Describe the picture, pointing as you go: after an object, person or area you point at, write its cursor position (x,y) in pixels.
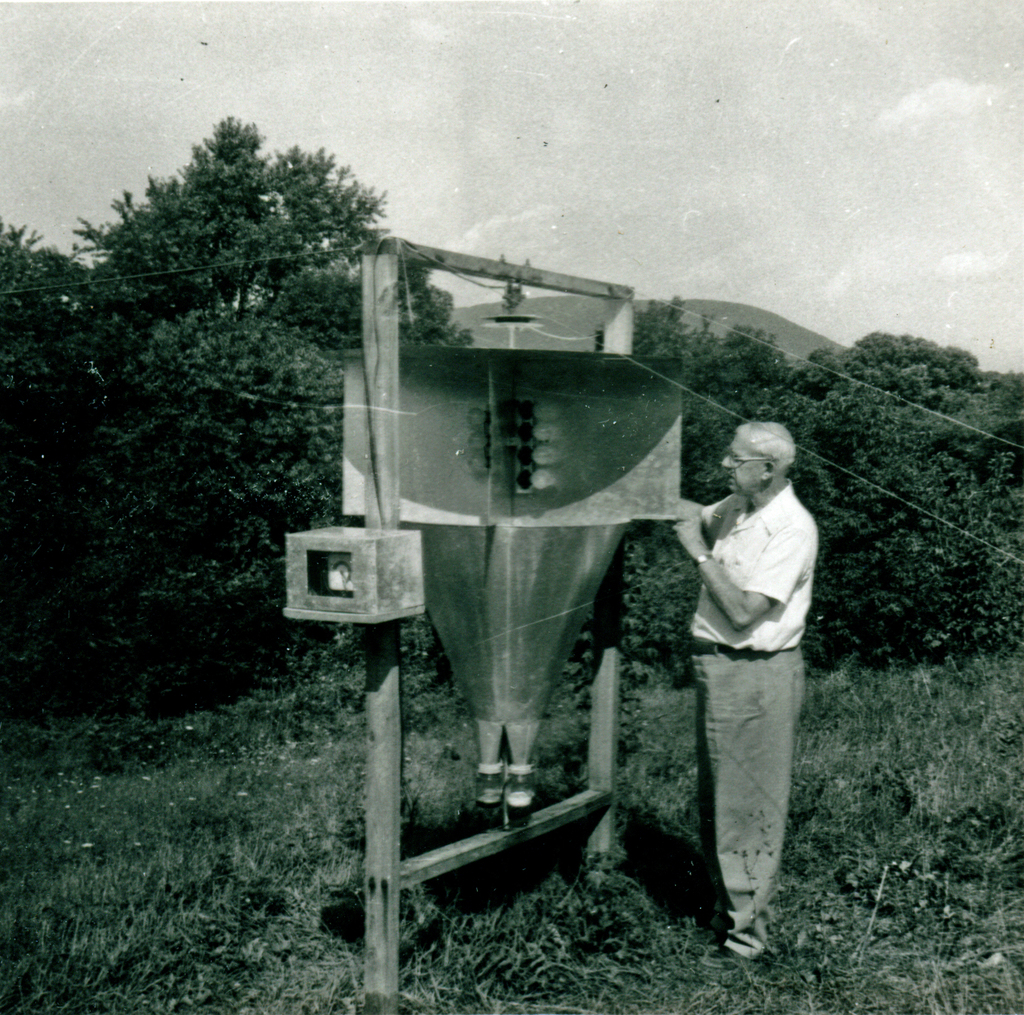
In this picture there is a man (788,514) who is standing near to the machine (509,491). At the bottom (105,1004) I can see grass (531,1007). In the back (43,490) I can see the mountain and many trees (5,433). At the top (625,71) I can see the sky (570,78) and clouds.
